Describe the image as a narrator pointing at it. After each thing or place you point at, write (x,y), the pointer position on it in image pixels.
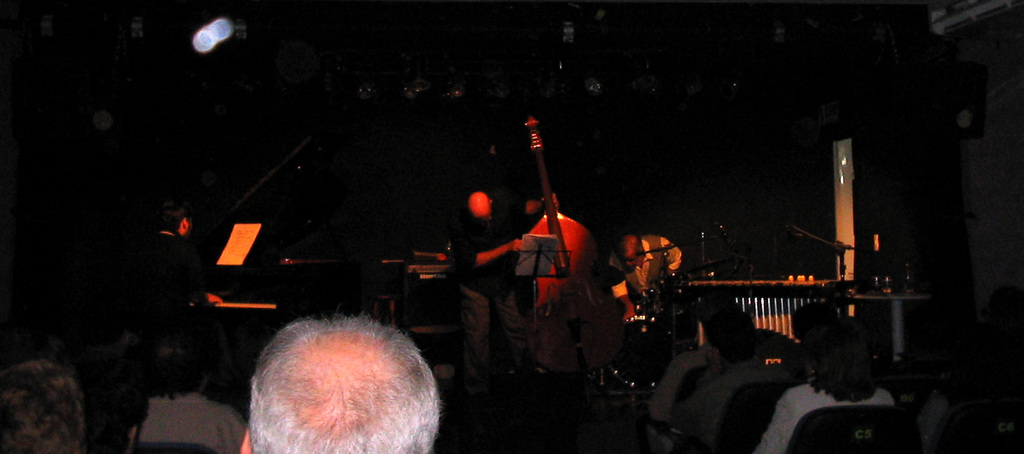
In this picture we can see some people (812,383) sitting on chairs (873,410) in the front (695,353), in the background (503,240) there is a man (503,266) standing and holding a big violin (557,229), there is a dark background (691,52).
